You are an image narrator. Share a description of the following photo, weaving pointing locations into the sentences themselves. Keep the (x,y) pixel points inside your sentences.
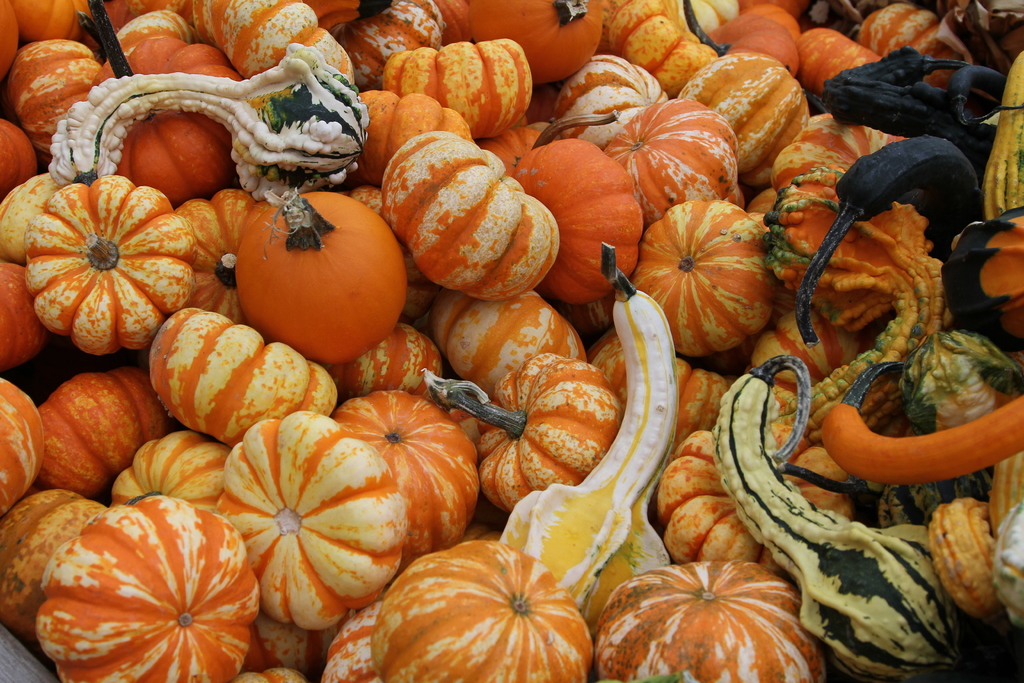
In the foreground of this image (446,480), there are pumpkins (264,469) and few squashes (283,117).
